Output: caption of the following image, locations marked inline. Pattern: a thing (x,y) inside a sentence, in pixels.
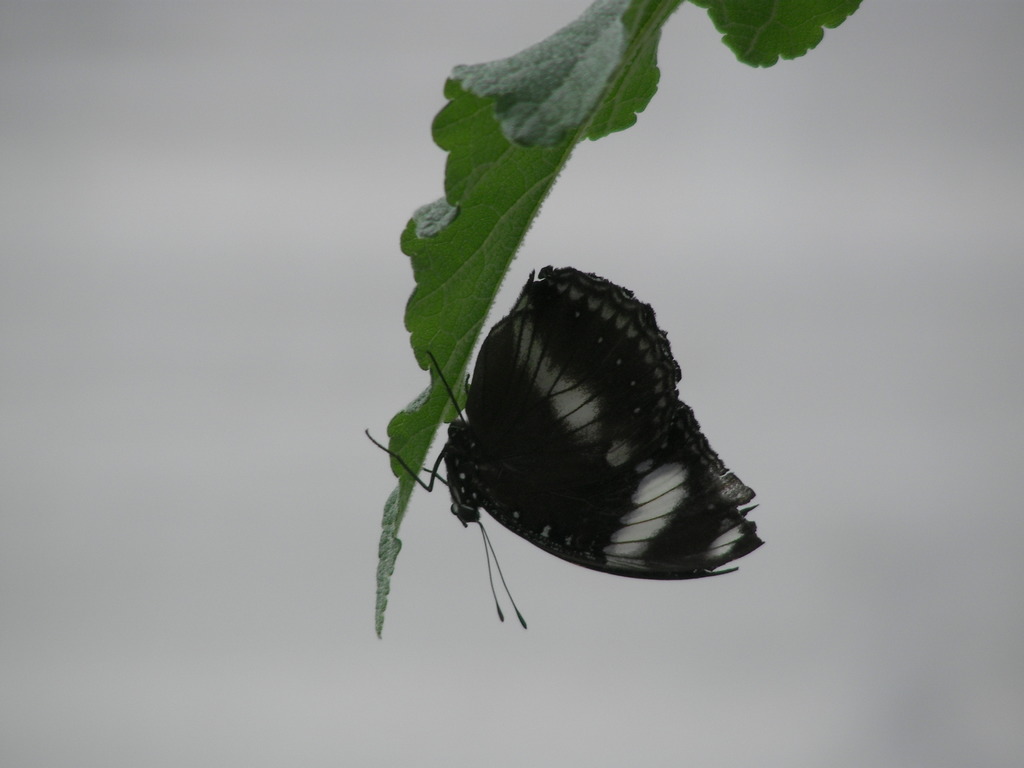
We can see butterfly (548,408) on green leaf (499,155). In the background (26,300) it is white.
